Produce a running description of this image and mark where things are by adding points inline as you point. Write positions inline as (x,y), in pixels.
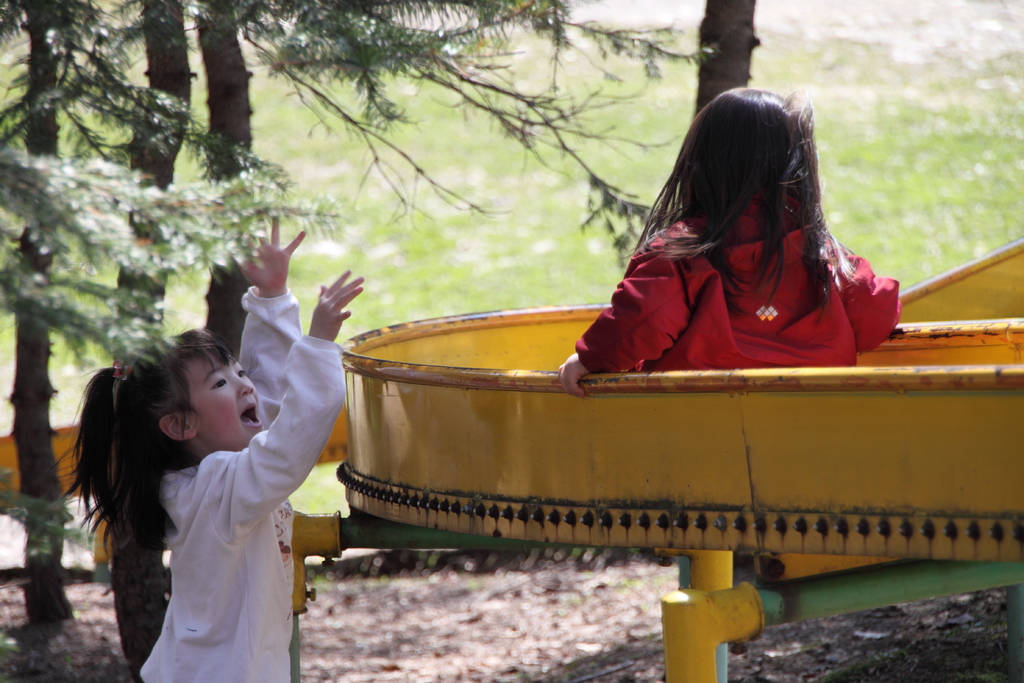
In this image we can see there is an object (656,420) looks like a slide (753,441). And we can see the person (752,280) sitting on the slide (763,460) and the other person (234,510) standing on the ground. And at the back (304,166) there are trees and grass (499,278).
